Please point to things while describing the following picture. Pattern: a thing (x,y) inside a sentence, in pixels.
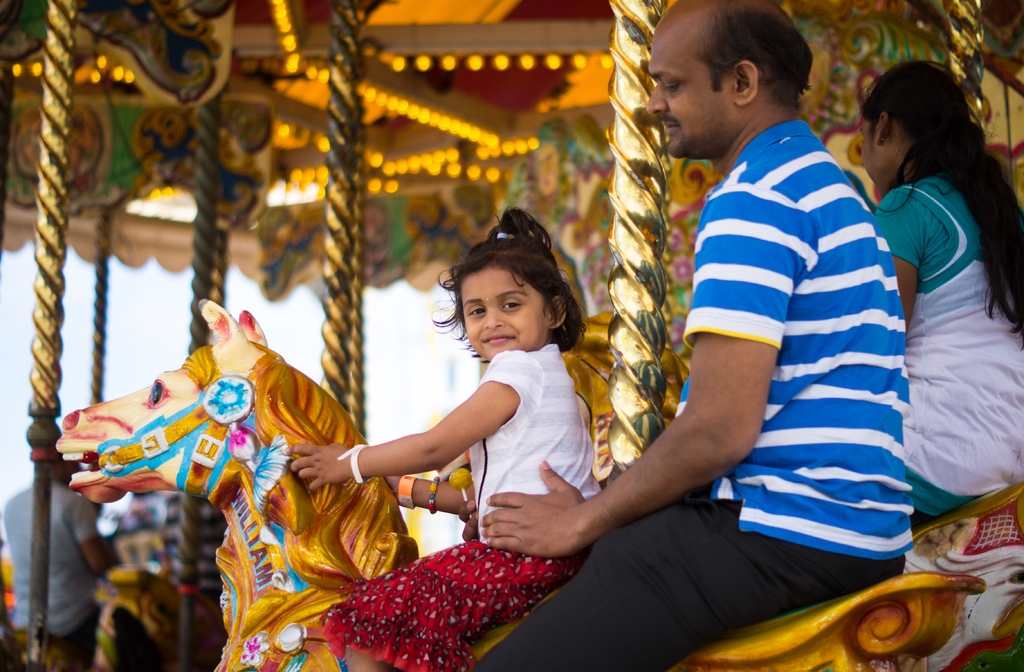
In the picture we can see a man (828,514) and the girl (487,453) sitting on some playing equipment (319,611) and beside them also we can see a girl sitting and to the ceiling (404,72) we can see some decorative lights (447,126) and from it we can see the part of the sky (370,338).
